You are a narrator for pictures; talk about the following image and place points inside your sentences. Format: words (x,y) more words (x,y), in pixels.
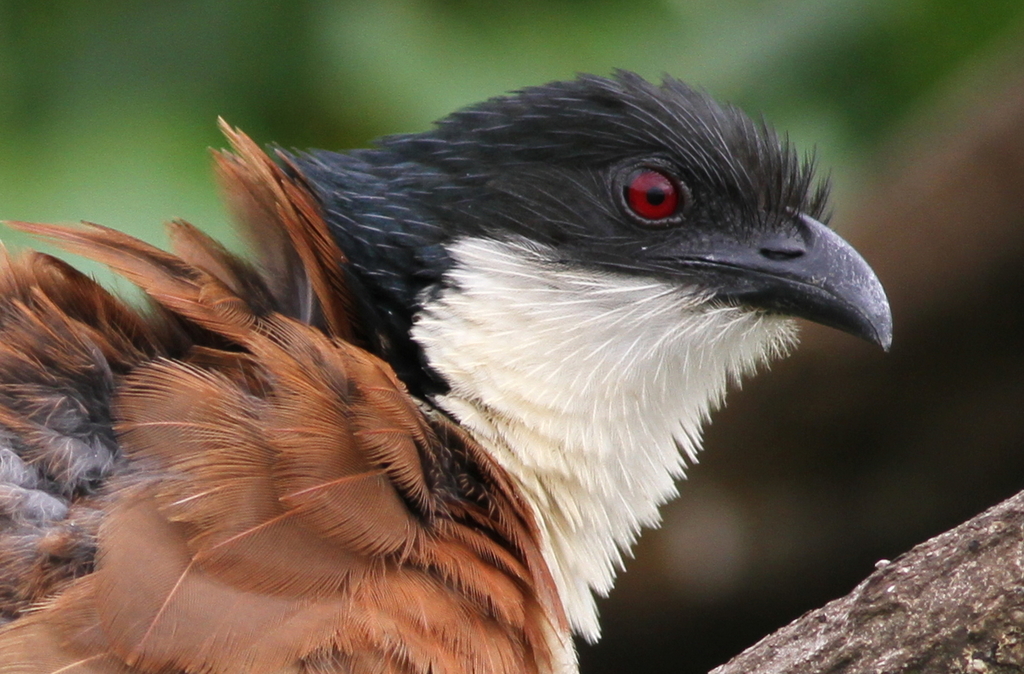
In this image I can see the bird (497,403) and the bird (576,385) is in black, white and brown color and I can see the green color background (978,19).
